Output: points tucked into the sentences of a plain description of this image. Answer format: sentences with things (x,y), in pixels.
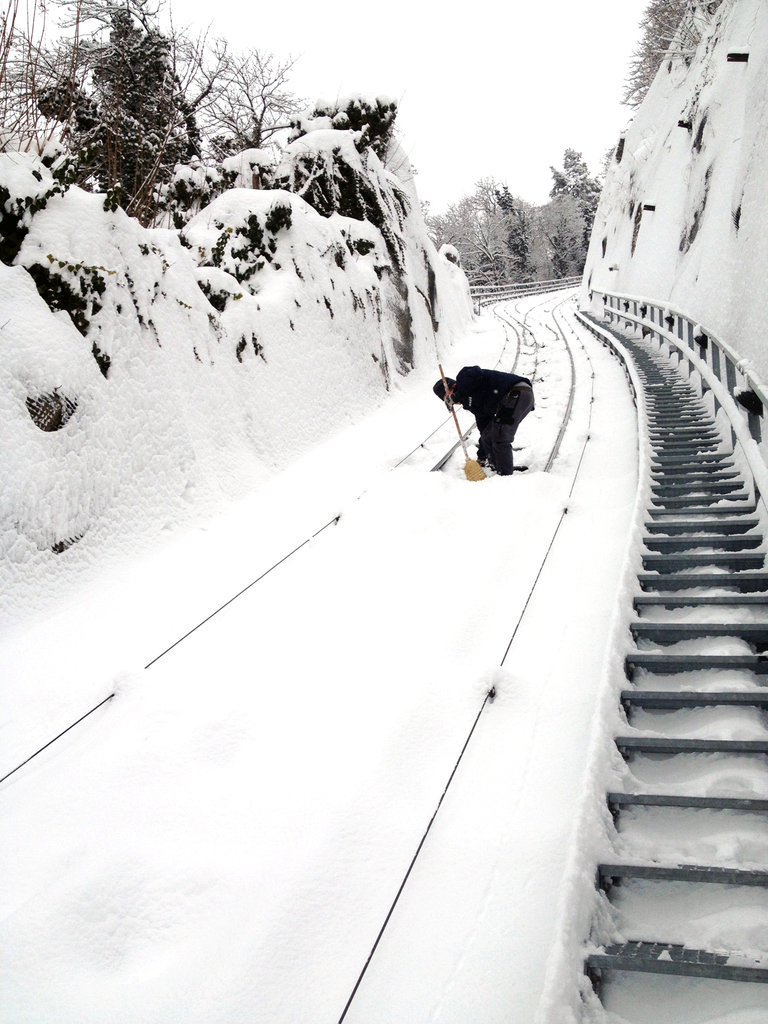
In this image there is a railway track (357,646). There is snow (251,616) on the track (319,603). In the center (475,415) there is a man (494,444) standing on the track (486,494). To the right (689,724) there are steps (685,512) and a railing (620,316). On the either sides of the image there are mountains (296,247) and trees (144,148). There is snow (74,356) on the mountains (635,183). At the top (477,71) there is the sky (504,71).
